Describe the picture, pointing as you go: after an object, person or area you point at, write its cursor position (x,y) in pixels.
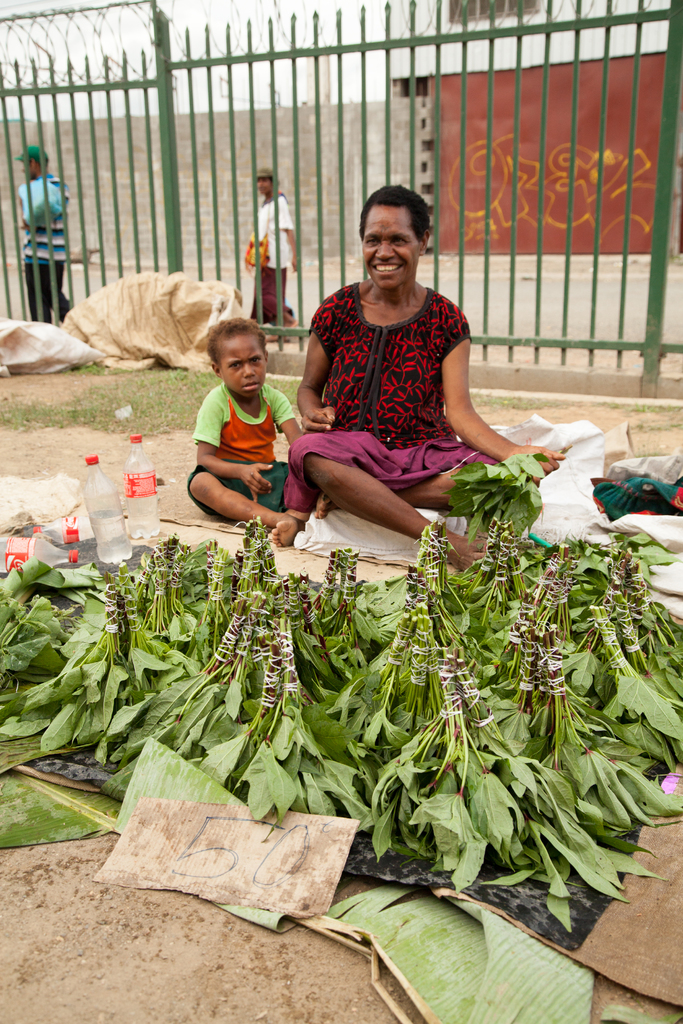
In this picture we can see a woman (401,416) and a kid (274,459) sitting here, there are some leafy vegetables (353,684) in the front (291,570), we can see two water bottles (148,500) here, in the background (253,239) there are two persons (264,233) walking, we can see fencing (490,164) here, there is a wall (393,131) in the background (385,125).
